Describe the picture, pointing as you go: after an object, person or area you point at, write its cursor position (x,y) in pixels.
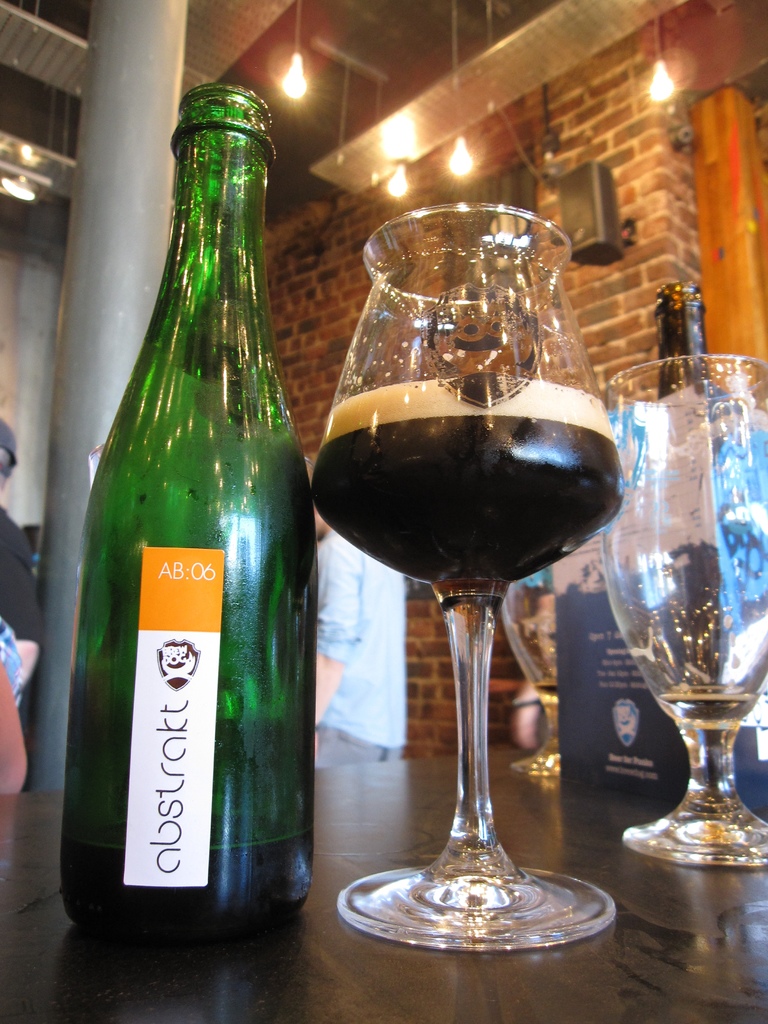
In front of the picture, we see a black round table (510,971) on which green glass bottle (248,548) and glass (394,301) containing beer (526,485) are placed on it. Behind that, we see a pillar (92,285) and men (326,615) in blue shirt (367,643) is standing. On the right side of the picture (640,208), we see a wall (648,225) with red bricks (647,220). On the top of the picture (239,10), we see the ceiling (263,42) of the room (305,135) and bulbs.
